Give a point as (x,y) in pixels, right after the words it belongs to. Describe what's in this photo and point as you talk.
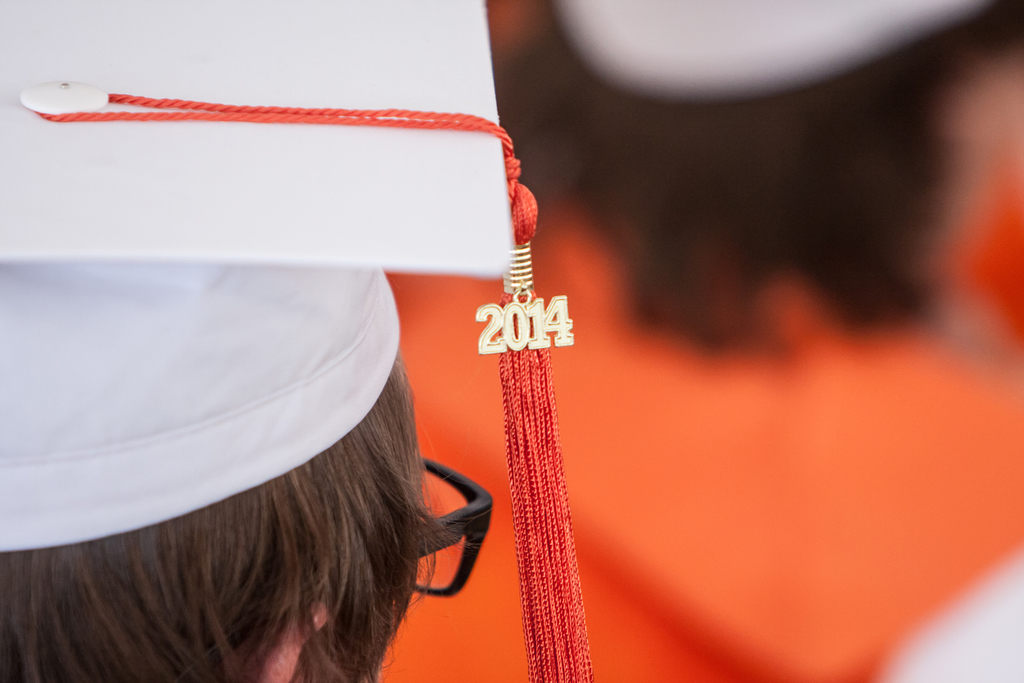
In this image there is a person (198,495) who is wearing the white color cap (167,270) to which there is a thread (519,298). On the thread (510,322) there is a number locket (528,324). In the background (561,399) there is another person (710,259).
